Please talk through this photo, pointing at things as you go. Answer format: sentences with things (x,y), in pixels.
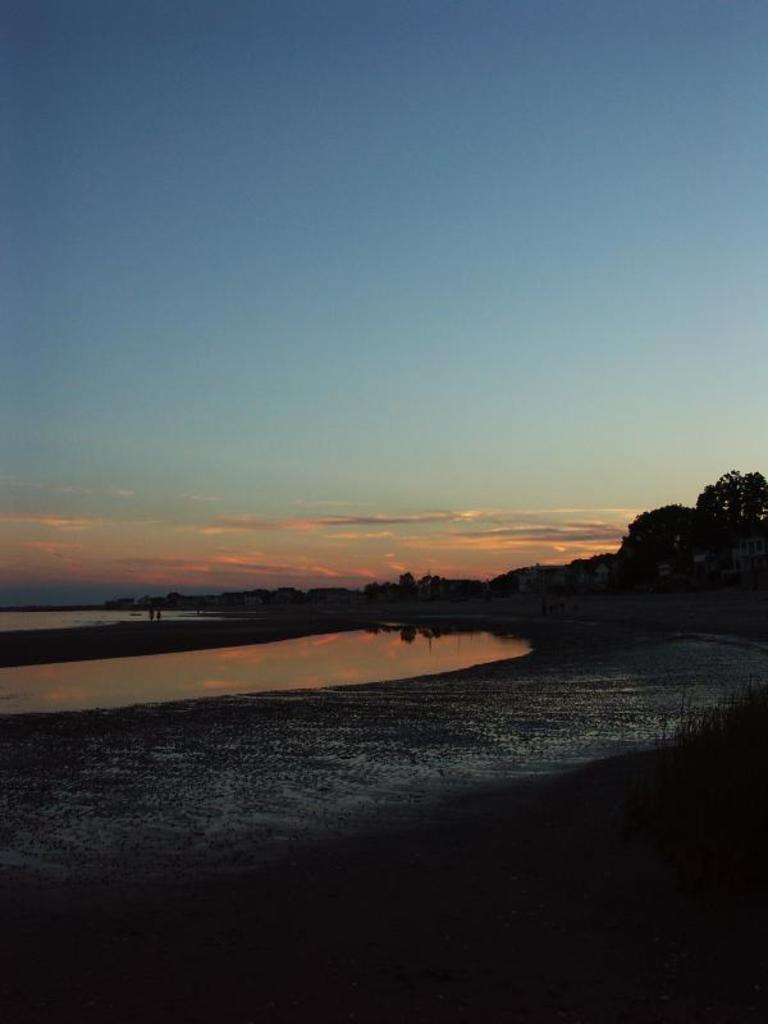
In this image I can see the ground (519,854), the water (297,666), few buildings (735,562) and few trees (711,528). In the background (367,541) I can see the sky (273,281).
